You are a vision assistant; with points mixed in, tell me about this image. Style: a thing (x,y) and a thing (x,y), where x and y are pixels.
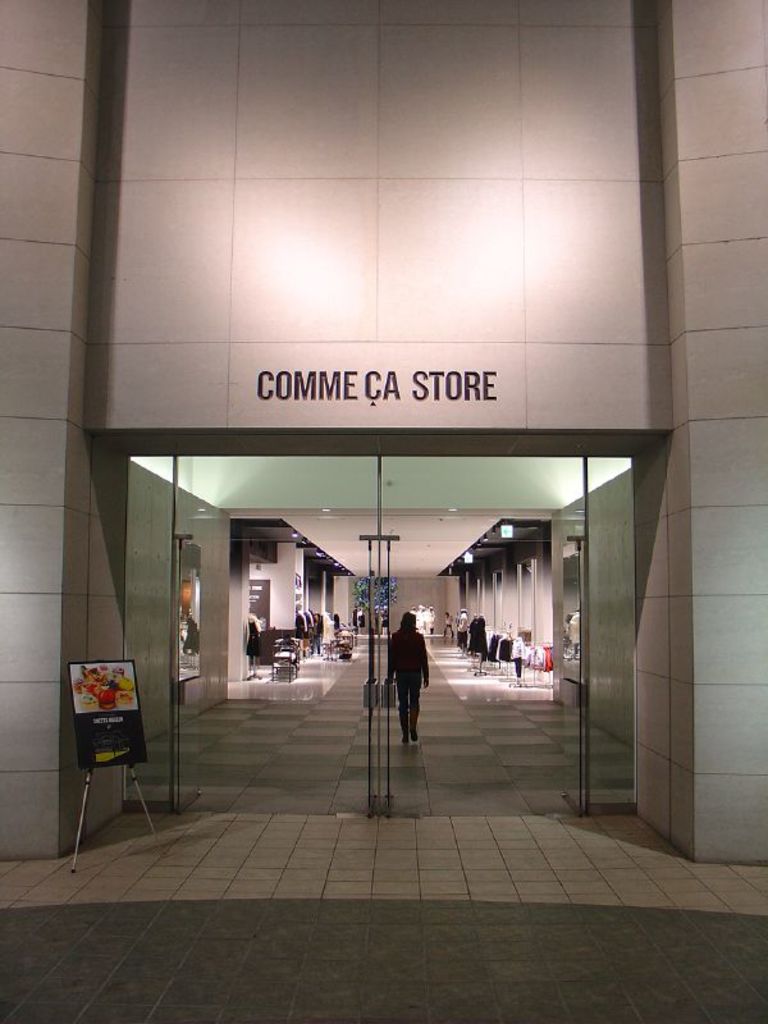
In this image I can see a building (328,508) and a glass door (396,689). In front (116,679) I can see board (82,748) and a stand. Back I can see clothes (324,639) and a person (410,669) walking.
